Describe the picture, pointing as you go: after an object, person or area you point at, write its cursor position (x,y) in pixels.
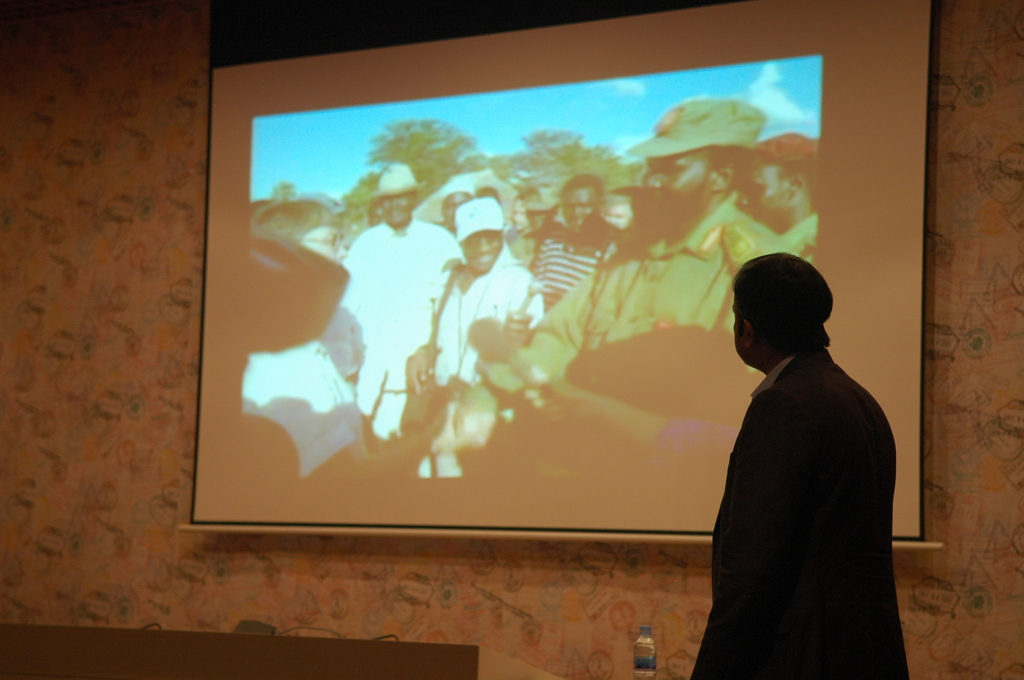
As we can see in the image there is a man (761,502), beside man (761,639) there is a water bottle (641,650). The man (773,512) is looking at the projector (551,108). In projector (379,268) there are group of people (551,302) standing. Behind the projector (421,253) there is a wall (111,249).
